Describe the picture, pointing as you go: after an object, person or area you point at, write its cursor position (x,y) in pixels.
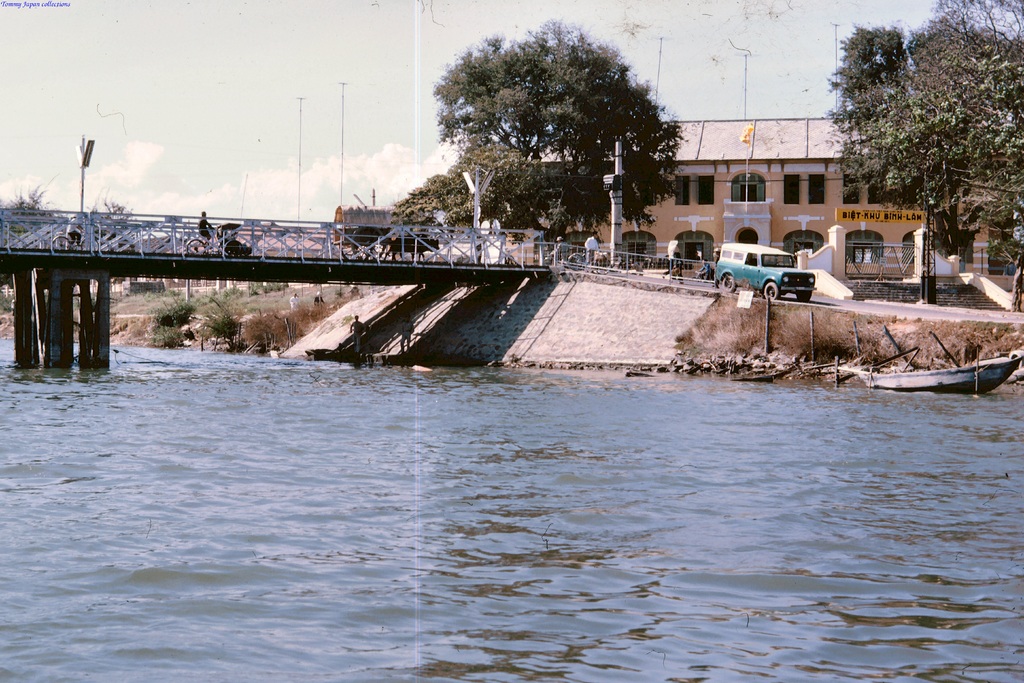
In this image there is a photograph. At the bottom of the image (459,538) there is water (694,509). On the water (855,432) there is a boat (929,374). On the left side of the water (392,371) there are two persons (355,322) standing. Above the water (87,400) there is a bridge (441,281) with poles (86,335) and railing (137,252). On the bridge (166,243) there are vehicles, poles (84,148) with street lights (83,182). And on the right side of the image (909,289) there are steps (878,285), gates (868,271) and pillars (802,266). Behind them there is a building (711,138) with walls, roofs (766,143), pillars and windows (789,179). And there are many trees (635,203). And also there is a road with vehicles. In the background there are plants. At the top of the image (808,55) there is sky (126,83).
